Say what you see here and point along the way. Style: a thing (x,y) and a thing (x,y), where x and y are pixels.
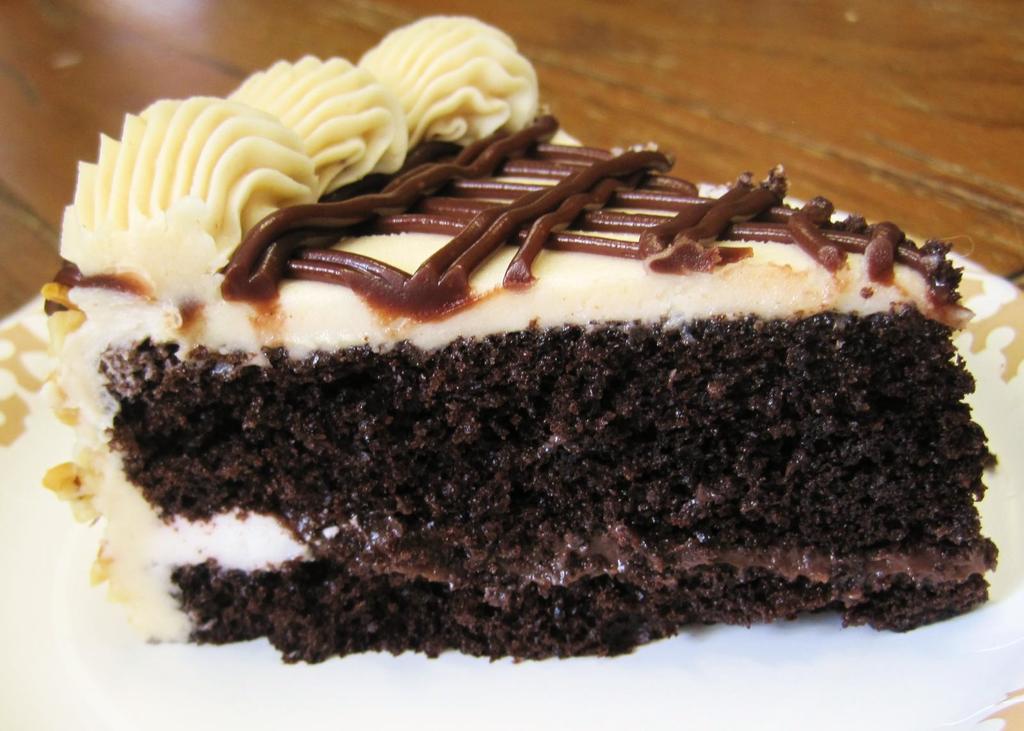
In this image we can see some food item (417,259) placed on the surface (819,82).
